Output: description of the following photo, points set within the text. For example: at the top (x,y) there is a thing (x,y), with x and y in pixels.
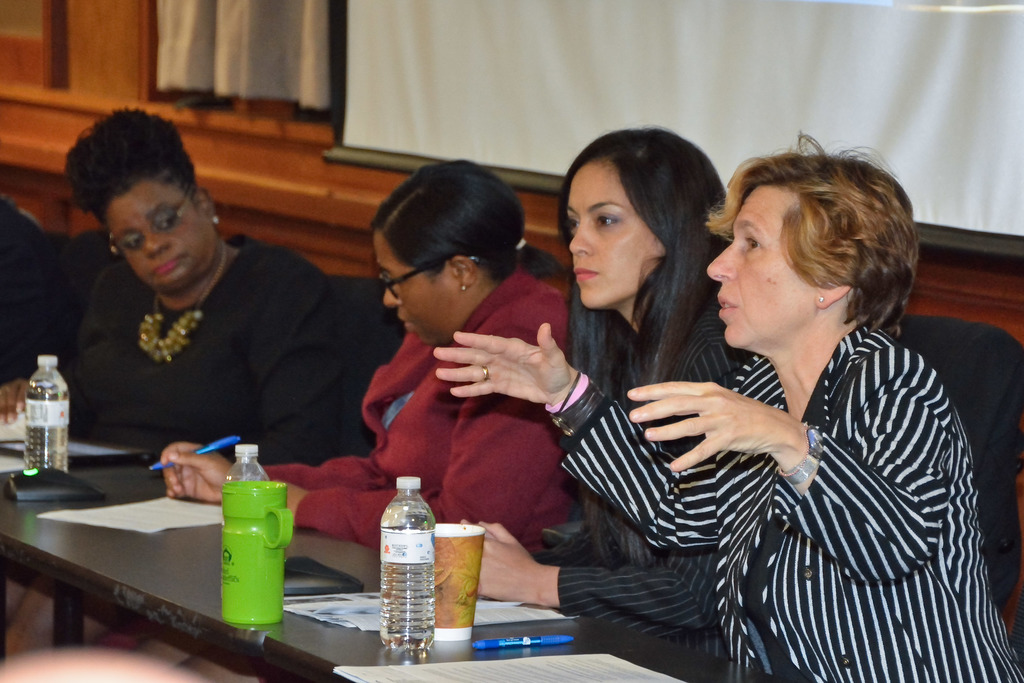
These persons (733,291) are sitting on a chair (370,368). In-front of this person's (163,310) there is a table (201,594), on this table (146,568) there is a paper (116,517), bottles (411,605), cup (473,573) and pen (529,644). A white banner (699,92) on wall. This woman (447,306) wore red jacket (424,458) and holding a pen (226,441).
